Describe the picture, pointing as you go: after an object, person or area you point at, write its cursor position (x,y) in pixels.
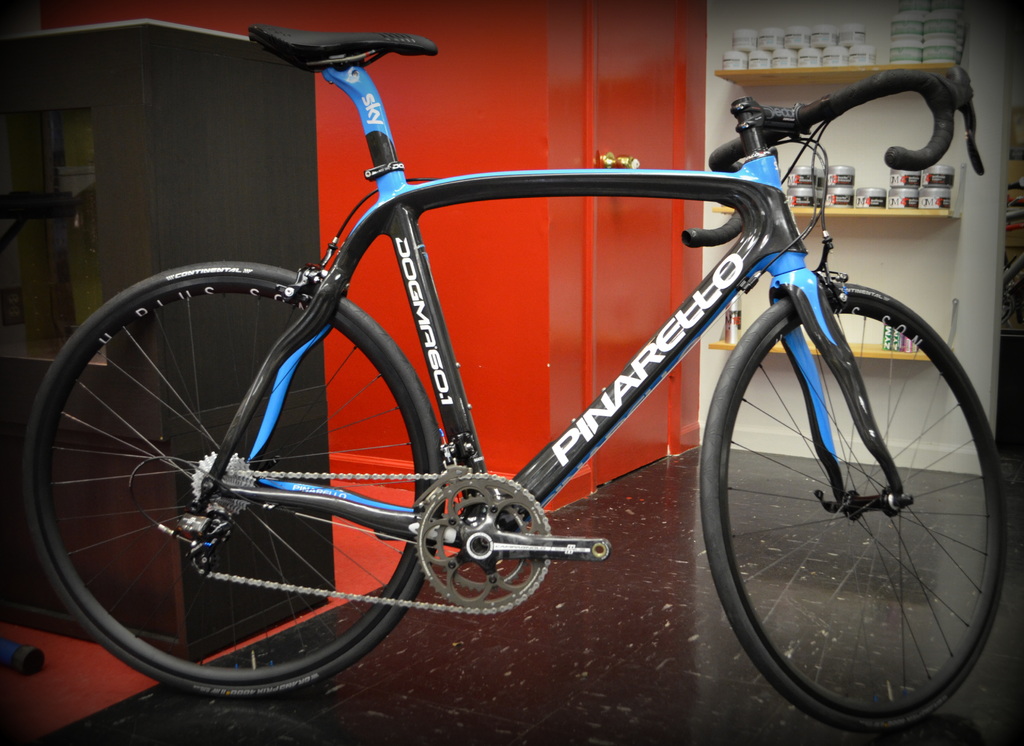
In this image, we can see a bicycle (849,291) on the floor (644,535), we can see a red door (619,146), there are some shelves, we can see some objects (881,204) kept on the shelves (720,211).
